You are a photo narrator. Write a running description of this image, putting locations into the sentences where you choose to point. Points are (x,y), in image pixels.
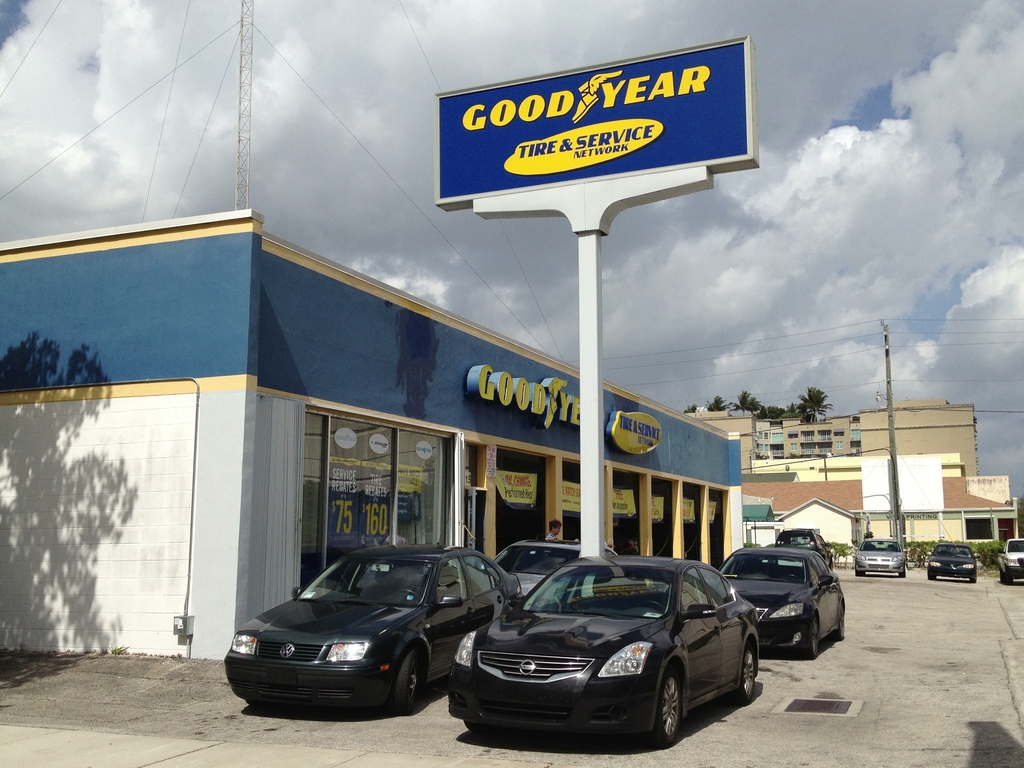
In this image we can see buildings (694,456), trees (848,553), electric poles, electric cables (812,351), motor vehicles (661,581) parked on the floor (891,624), person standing on the floor (912,598), information boards (628,112), name board (621,433), advertisement (604,152) and sky (371,112) with clouds (660,221).
